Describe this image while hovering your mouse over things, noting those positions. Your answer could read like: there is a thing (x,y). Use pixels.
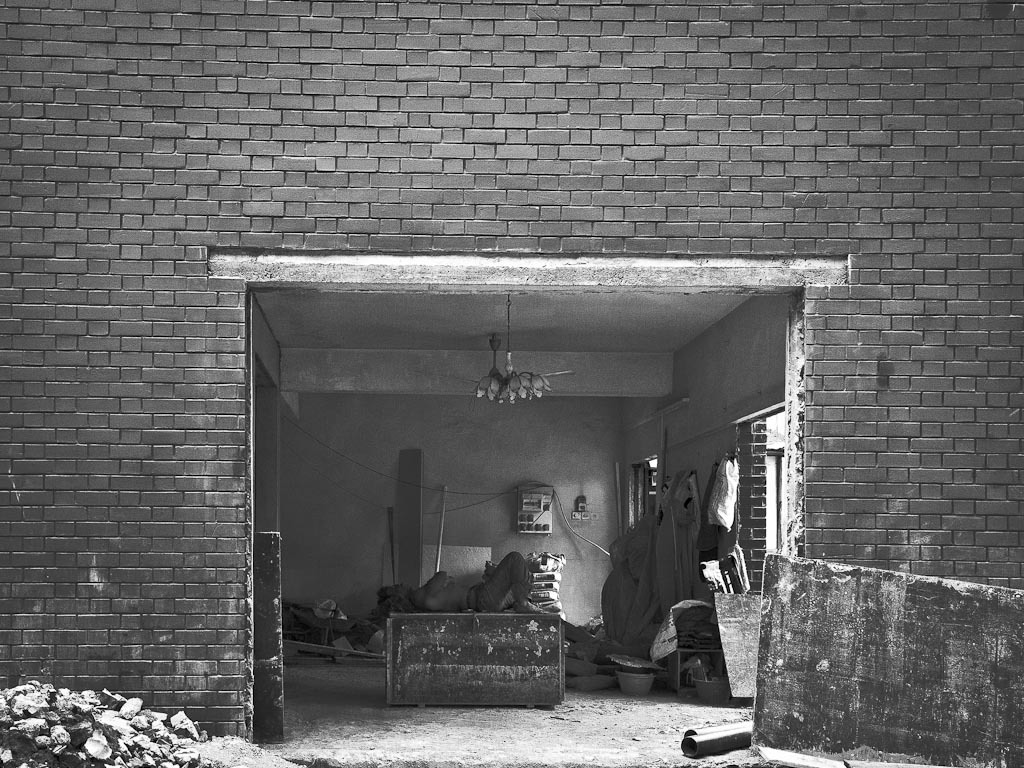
I see this image is of white and black in color and I see the wall (221,232) and I see a person (497,581) over here who is lying and I see many things (711,646) and I see the ground (407,725).
